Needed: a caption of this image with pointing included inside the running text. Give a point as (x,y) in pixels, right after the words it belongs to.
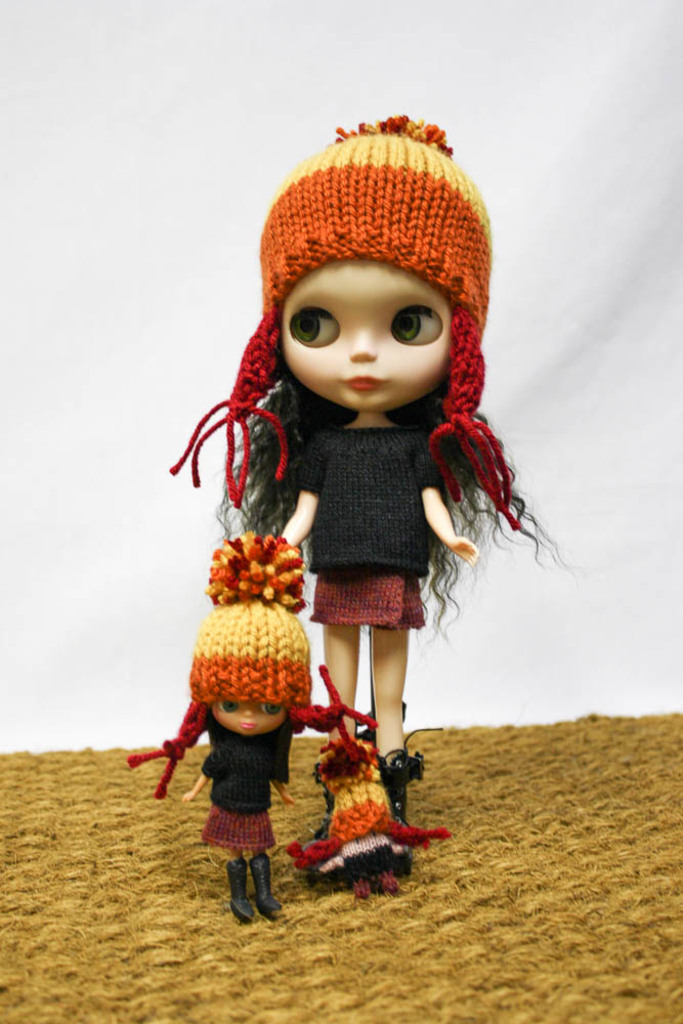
In the image we can see toys (468,523), wearing clothes (245,746), caps (351,799) and shoes (261,896). Here we can see cloth (356,937), brown in color and the background (96,270) is white.
